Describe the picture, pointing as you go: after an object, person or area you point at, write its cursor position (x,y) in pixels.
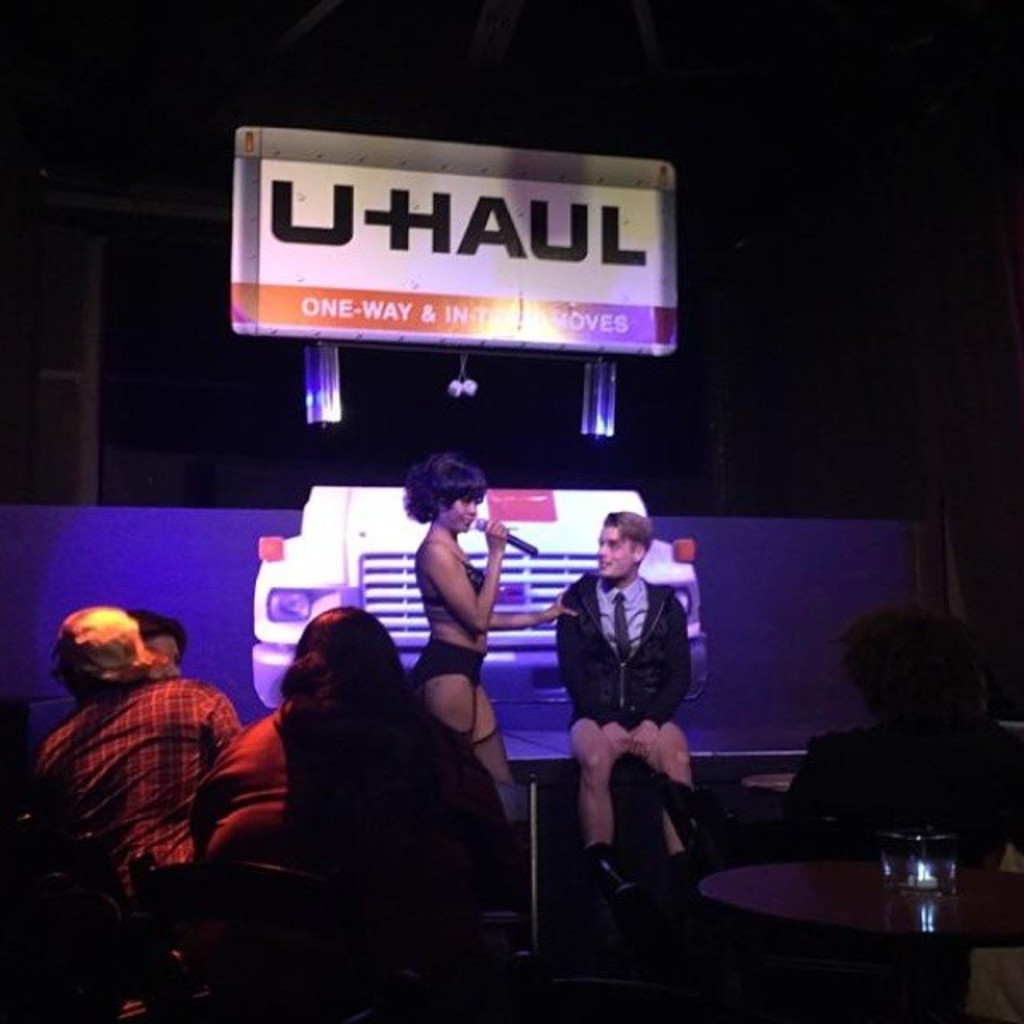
As we can see in the image, there are few people (572,672) sitting on chairs (15,837). In the front (863,934) there is a table (918,882). On table (925,899) there is a glass (922,881) and the women (473,736) who is standing here is holding mic (483,520) in her hand (490,533) and there is a banner (421,244) over here.
